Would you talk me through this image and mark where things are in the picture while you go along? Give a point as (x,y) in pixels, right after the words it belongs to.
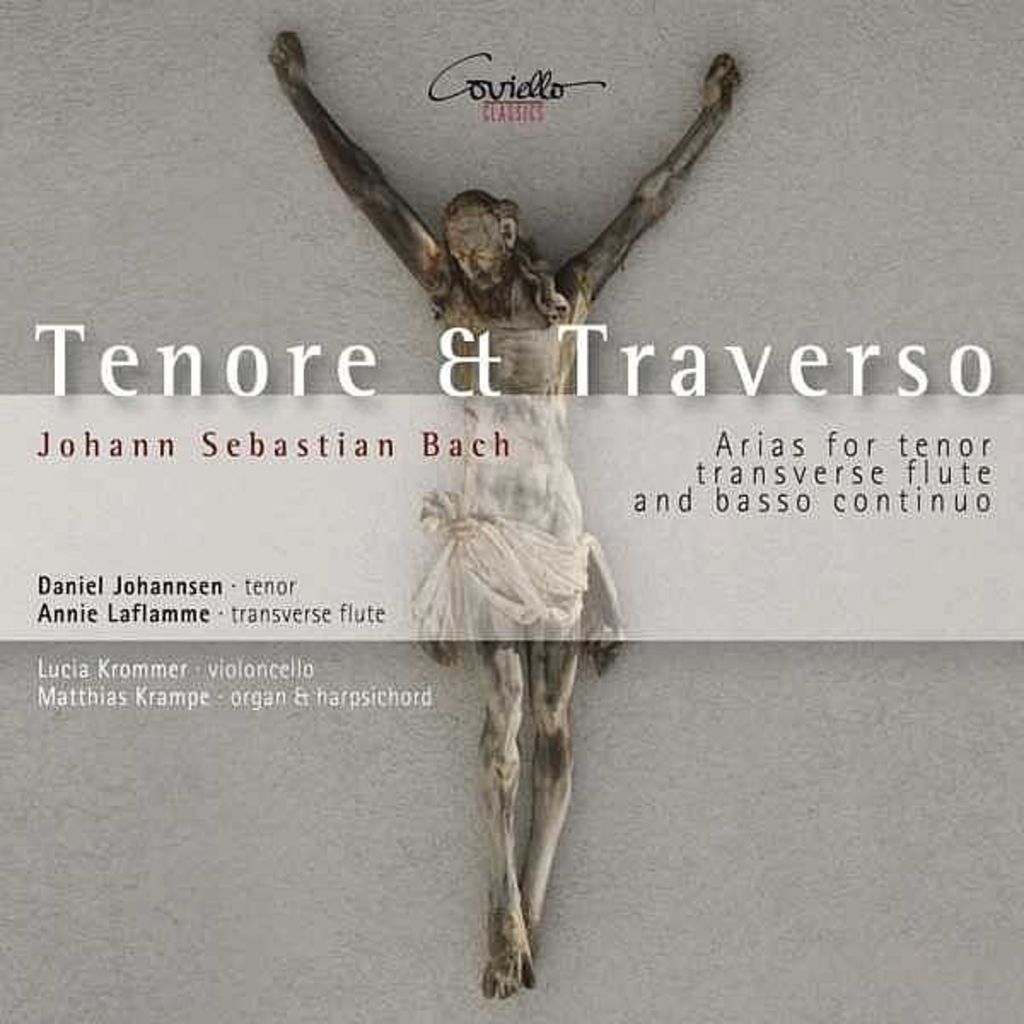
This is a poster. In this picture we can see some text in the middle (573,382) and on top of the picture (462,85). We can see a person (455,382) on a grey surface (468,731).
